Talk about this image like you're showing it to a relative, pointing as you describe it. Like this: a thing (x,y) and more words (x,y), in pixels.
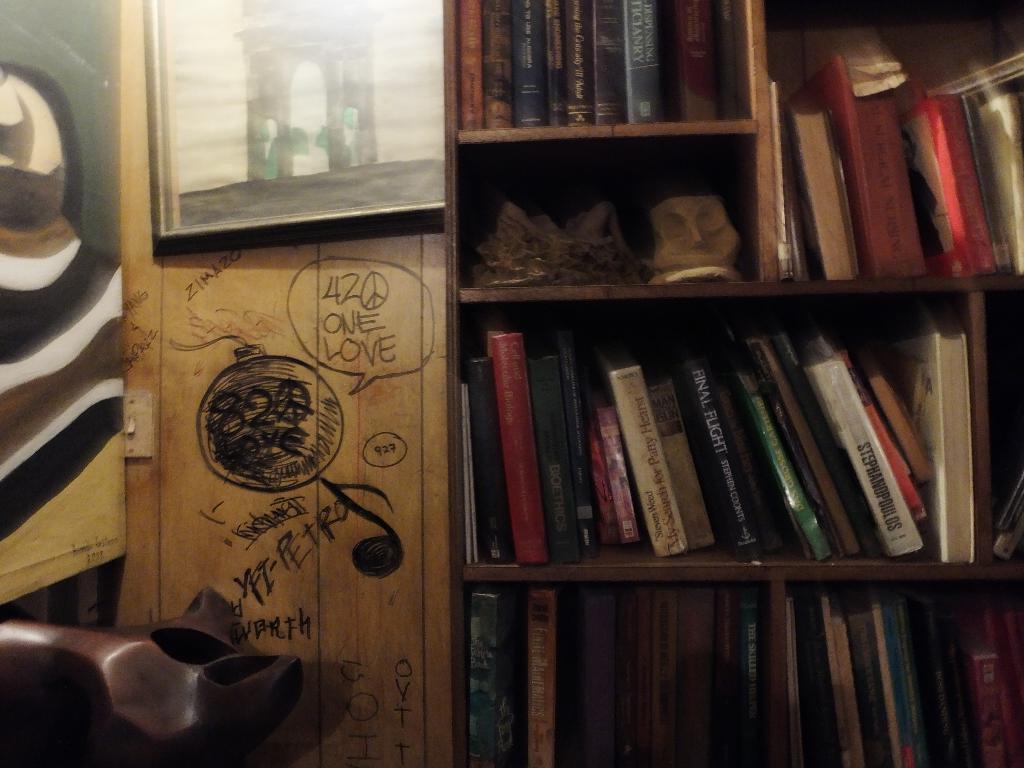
In this picture we can see few books (816,209) and other things (613,229) in the racks (609,305), at the top of the image (289,173) we can see a frame (254,123).
